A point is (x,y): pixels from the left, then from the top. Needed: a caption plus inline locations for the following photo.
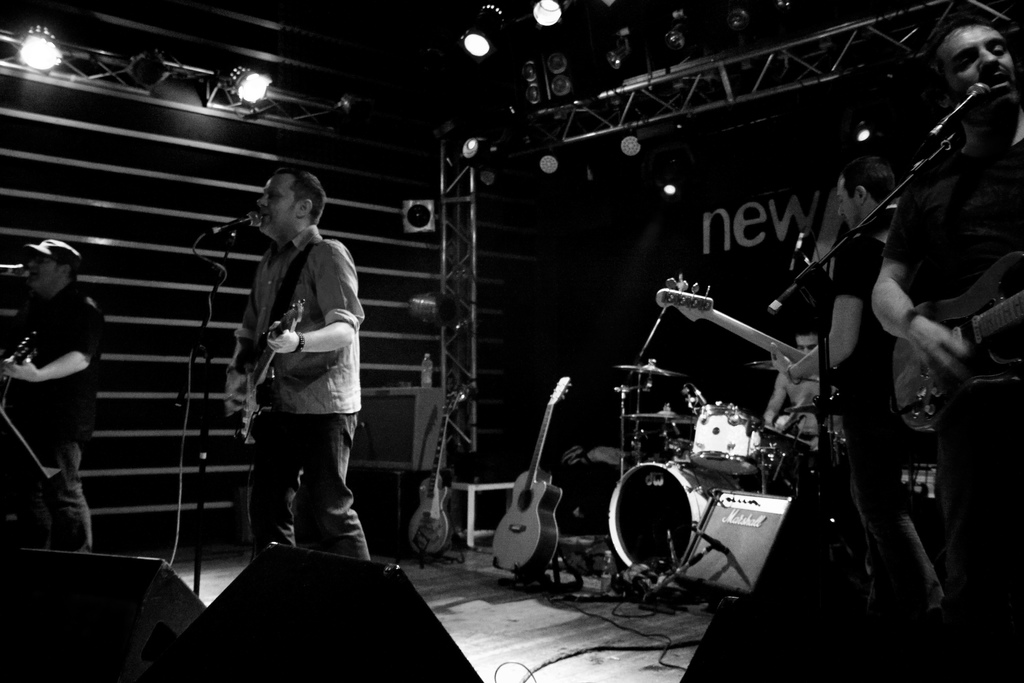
In this picture shows i see few people (839,316) standing, on the left (305,370) couple of them (353,436) playing guitars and singing and on the right (883,294) we see another couple of men (861,331) playing guitars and singing with the help of a microphone (969,91) and on the back (814,341) we see a man (791,423) seated and playing drums (683,545) and couple of guitars (436,502) on the side and few lights (555,25) on the top (589,23) to the ceiling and few speakers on the dais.
